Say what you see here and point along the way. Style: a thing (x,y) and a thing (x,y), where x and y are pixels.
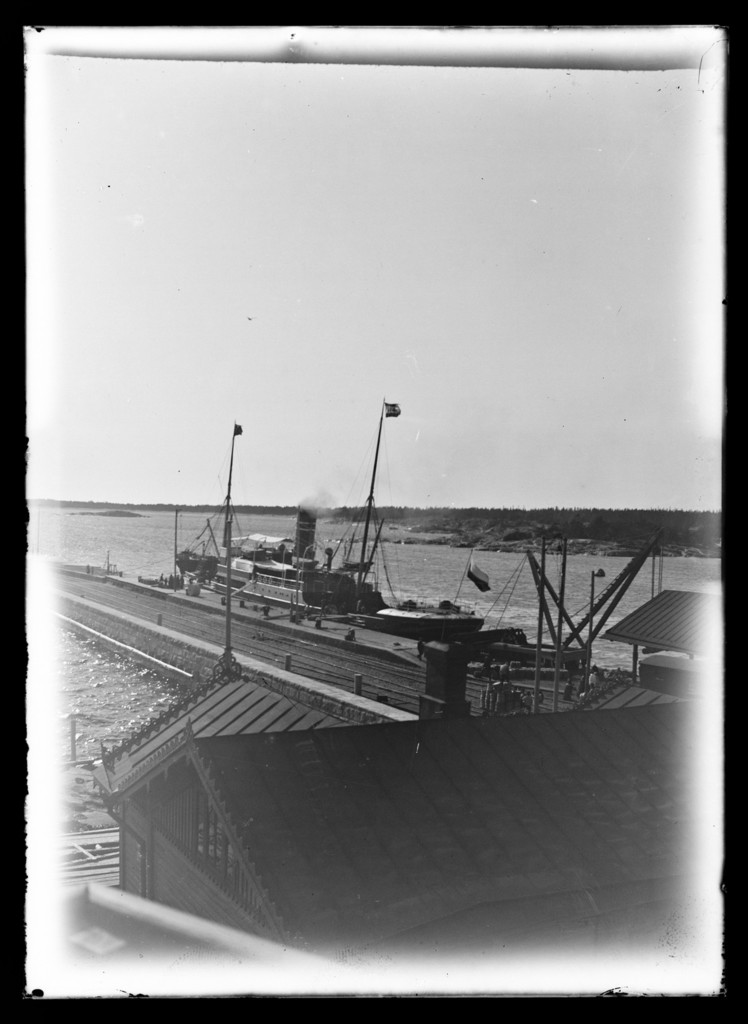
In this picture I can see there is a building (455,666) at the bottom (235,784), there is a bridge (125,587), a yacht (260,554) and there are trees (523,517) in the backdrop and the sky (573,501) is clear. This is a black and white picture.
